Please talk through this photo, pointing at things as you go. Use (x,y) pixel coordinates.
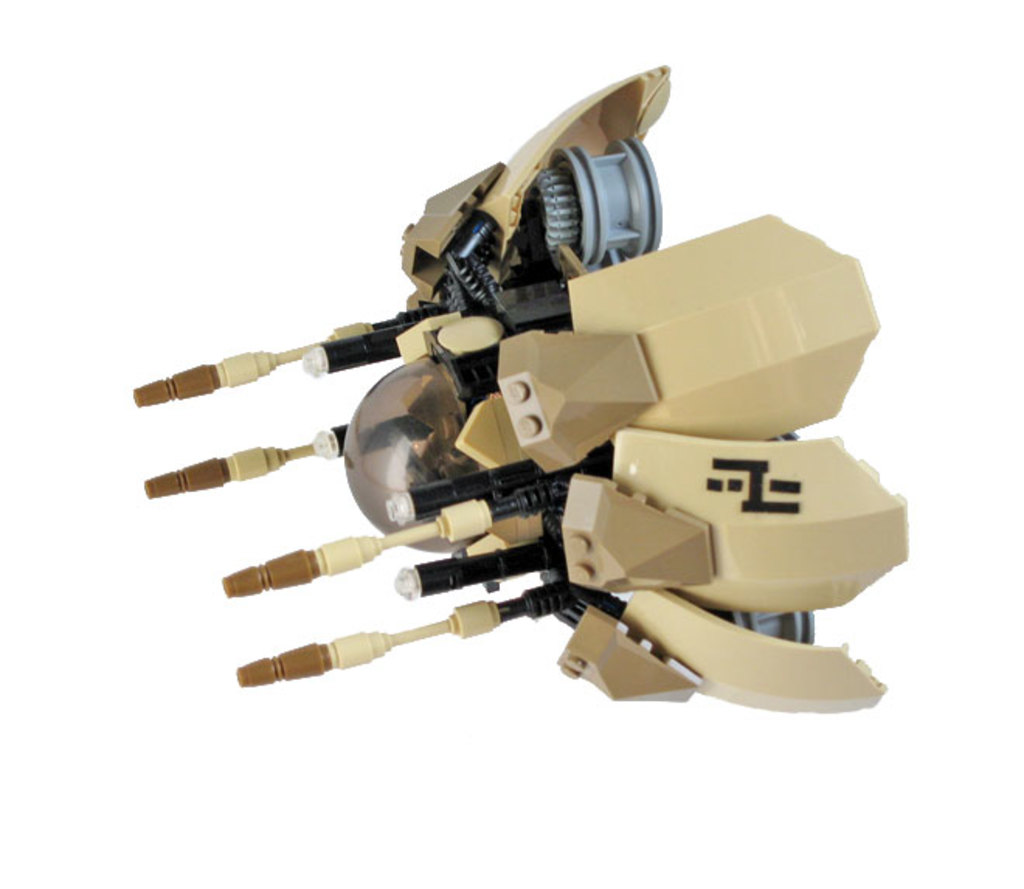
In this image there is a toy (637,285) which is made with plastic (489,457).
